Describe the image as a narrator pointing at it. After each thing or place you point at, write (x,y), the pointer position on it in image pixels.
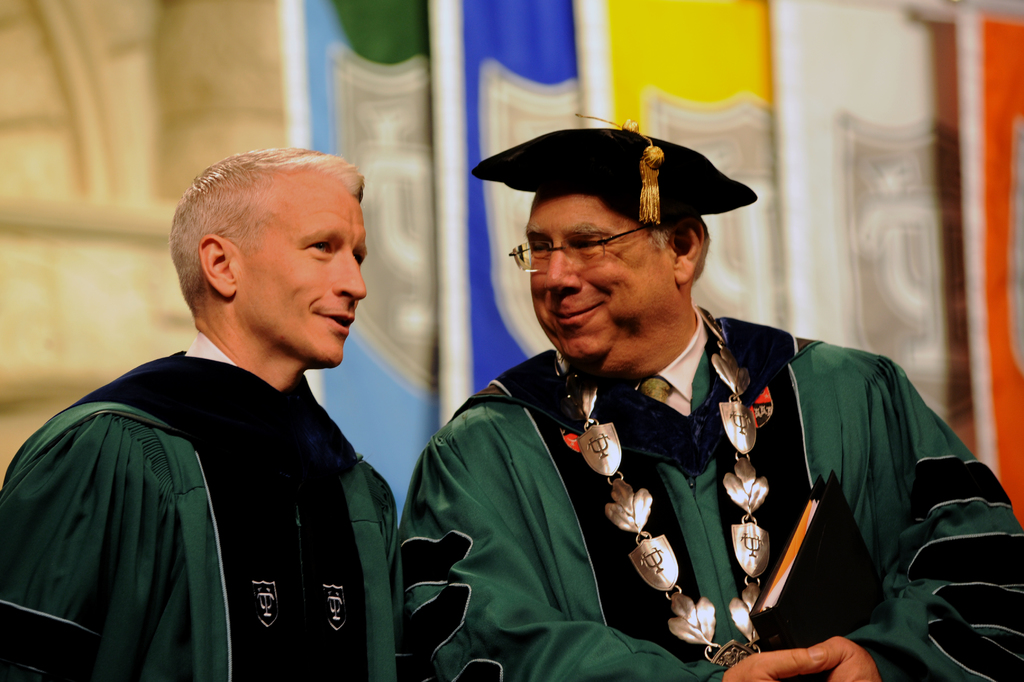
In this image we can see two men (468,487). Person (474,490) on the right (696,205) is wearing a cap (637,157), specs (597,260) and a garland (598,430) made with metal (663,555). He is holding a book (794,578). In the background (908,164) there are flags (760,88). And it is looking blur.
